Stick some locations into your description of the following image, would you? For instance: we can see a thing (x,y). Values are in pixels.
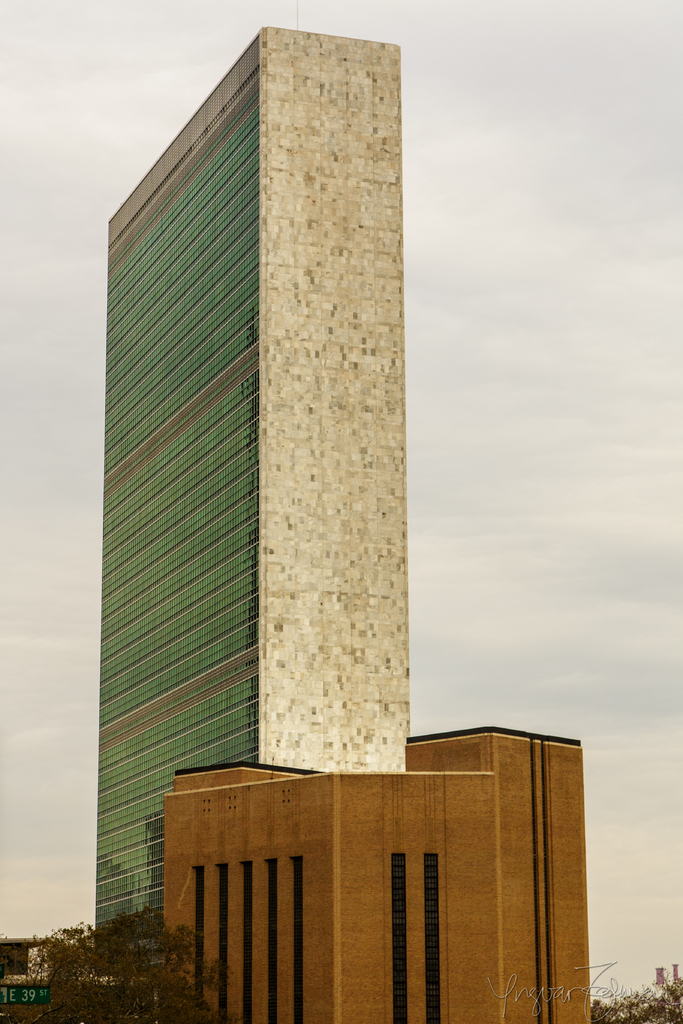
In this picture there are buildings (369,950) and trees (61,980). At the bottom left (27,993) there is a board (15,993). At the top (437,65) there is sky (531,115).
